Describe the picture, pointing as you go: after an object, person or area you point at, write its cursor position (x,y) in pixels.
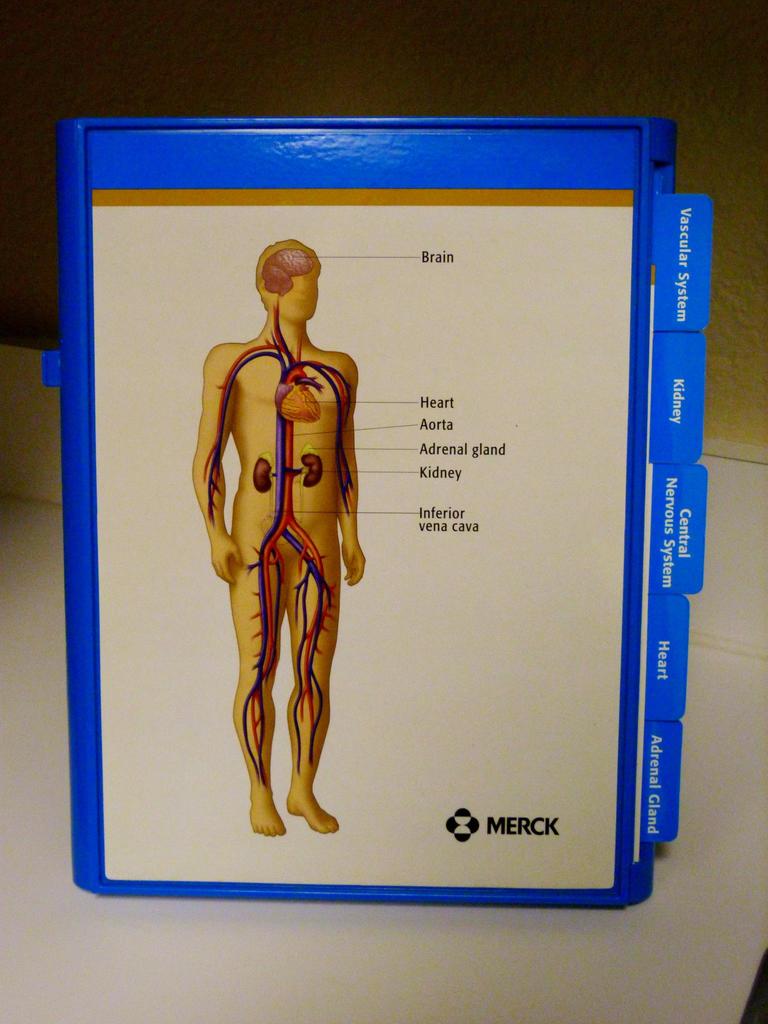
In this image we can see a book (385,426) with text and image (239,583) on the table (412,917) and a wall (321,50) in the background (291,52).
